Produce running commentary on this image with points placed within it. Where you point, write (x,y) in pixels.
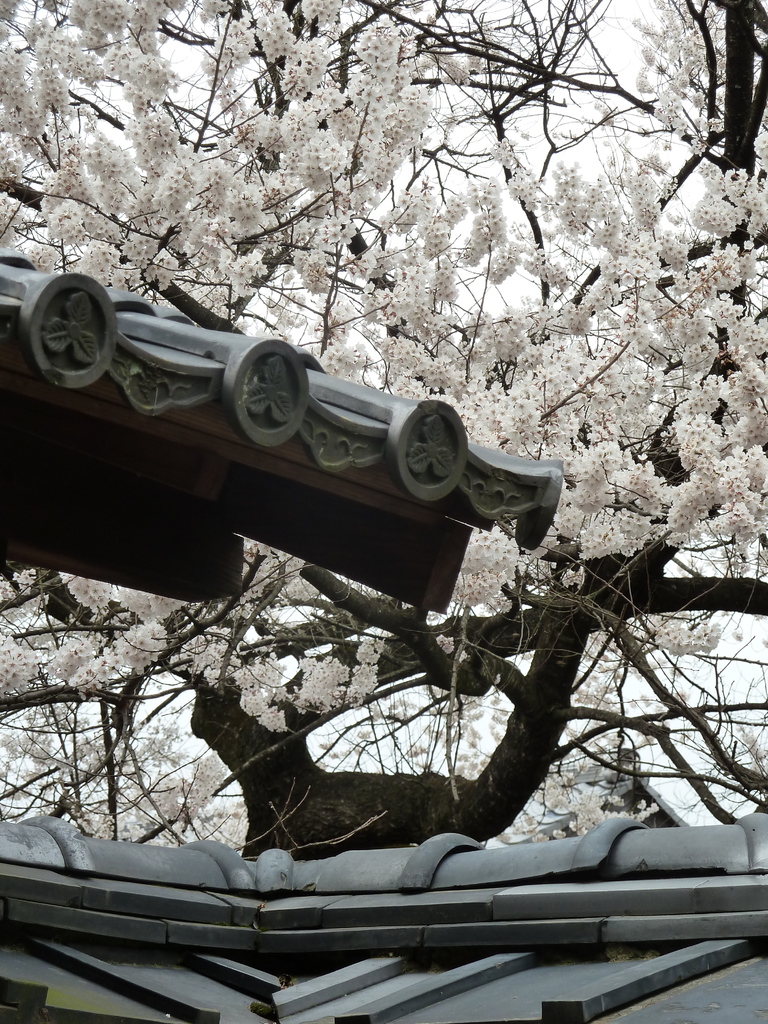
In this picture I can see there is a roof (297,449) and there is a design (251,409) on it. There is a tree (258,798) in the backdrop (96,666) and it has white color flowers (263,250) and the sky (459,246) is clear.
